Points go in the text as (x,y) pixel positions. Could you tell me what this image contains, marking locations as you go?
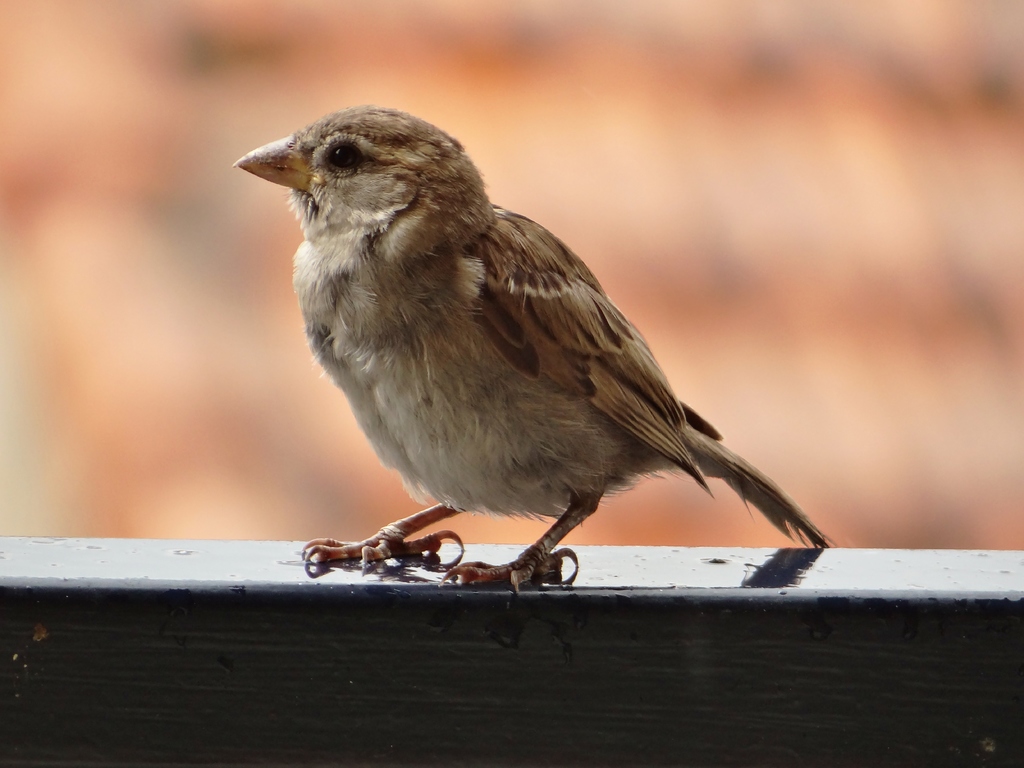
In the image there is a bird (400,319) and the background of the bird (651,370) is orange-brown.
